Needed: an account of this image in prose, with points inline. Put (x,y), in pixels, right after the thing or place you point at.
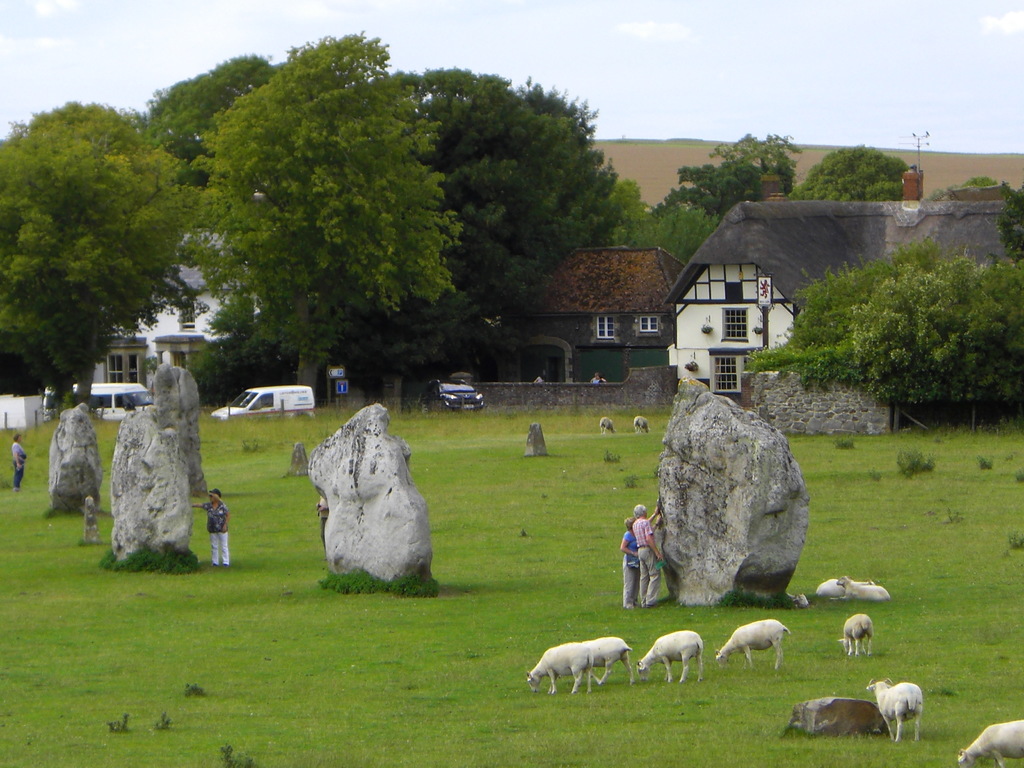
In this image in the front (430,727) there's grass (623,724) on the ground (664,724) and there are animals (595,642) on the ground (824,627). In the center (387,491) there are stones (125,498) and there are persons (630,572) standing. In the background (245,350) there are vehicles (267,404), trees (472,348) and buildings (622,322) and the sky (505,23) is cloudy.
